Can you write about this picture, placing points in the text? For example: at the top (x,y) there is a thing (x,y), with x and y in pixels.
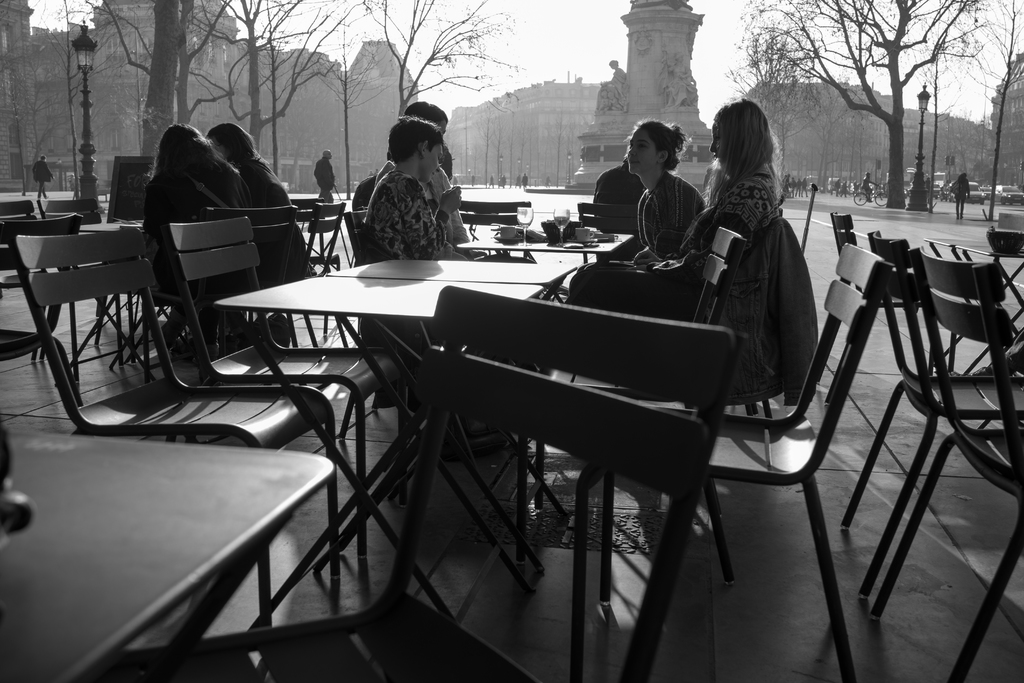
Few people (401,249) sitting on the chairs (499,207) and the tables (392,262) between the chairs (468,211) and some trees (892,59) and buildings (577,82) around them.
